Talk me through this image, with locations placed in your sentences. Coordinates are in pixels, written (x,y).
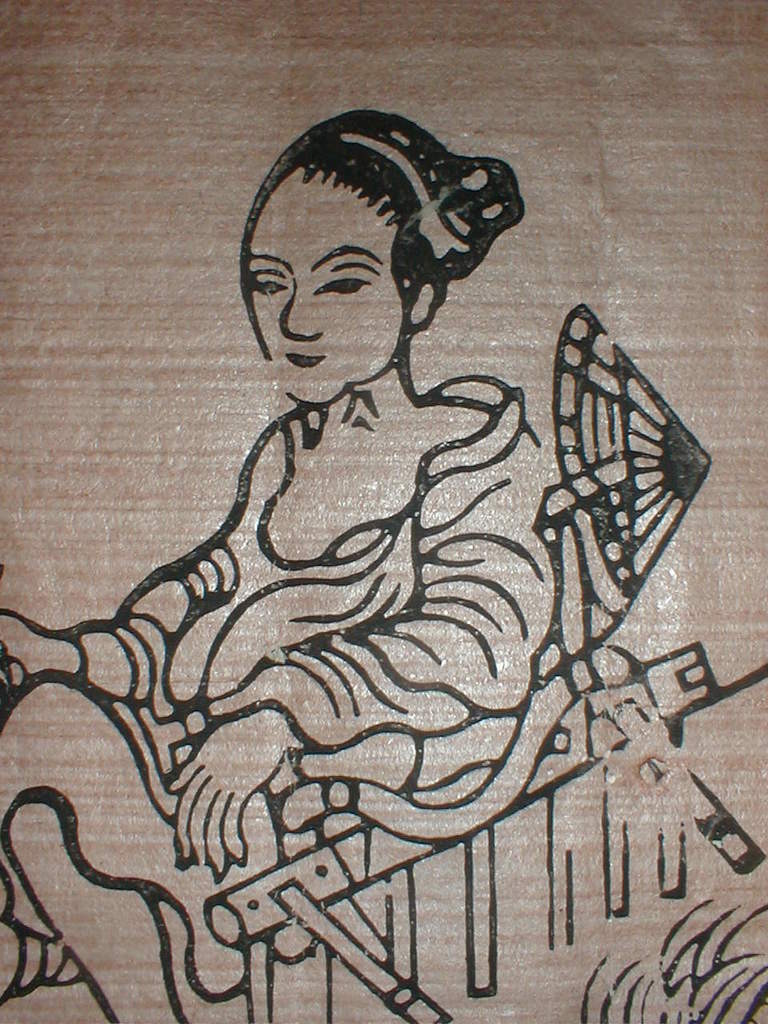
In this image I can see the persons art (462,204) on the brown color surface (355,234). I can see the art (430,454) of the person (470,679).
